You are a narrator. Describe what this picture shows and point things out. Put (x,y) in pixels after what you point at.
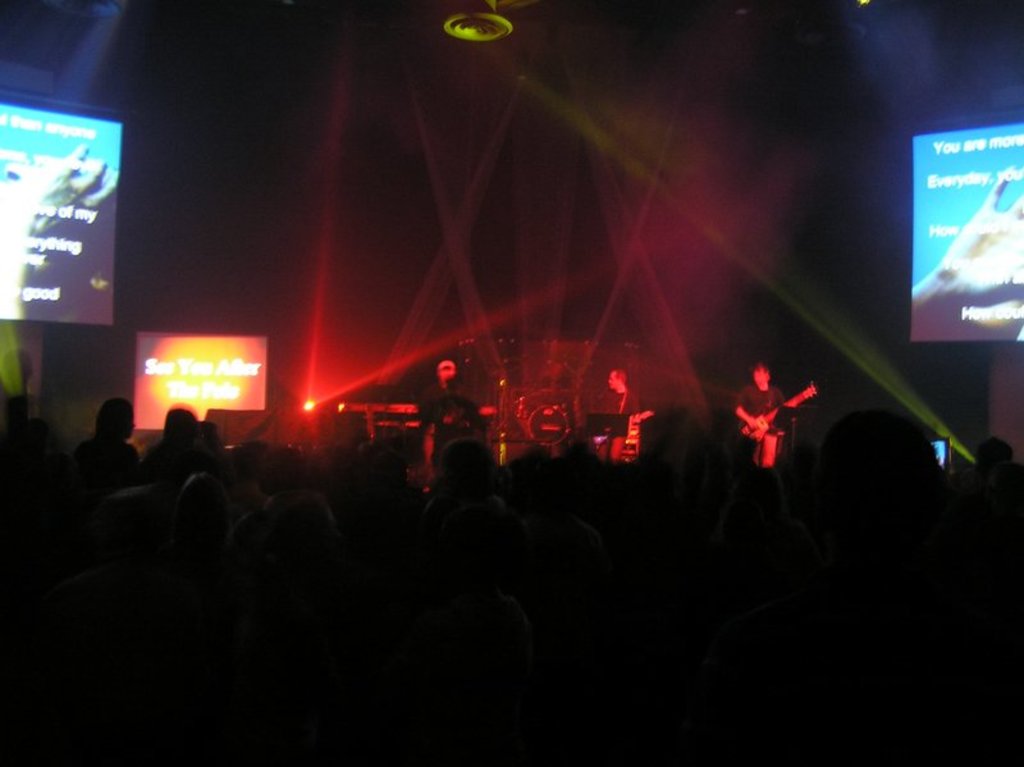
In the foreground of this image (368,595), there are group of people (500,605) standing. In the background (630,389), there are three persons (763,400) standing on the stage (672,405) holding musical instruments (766,424). We can also see three screens (932,275), green and red colored lights (740,265) in the dark background (460,333).
